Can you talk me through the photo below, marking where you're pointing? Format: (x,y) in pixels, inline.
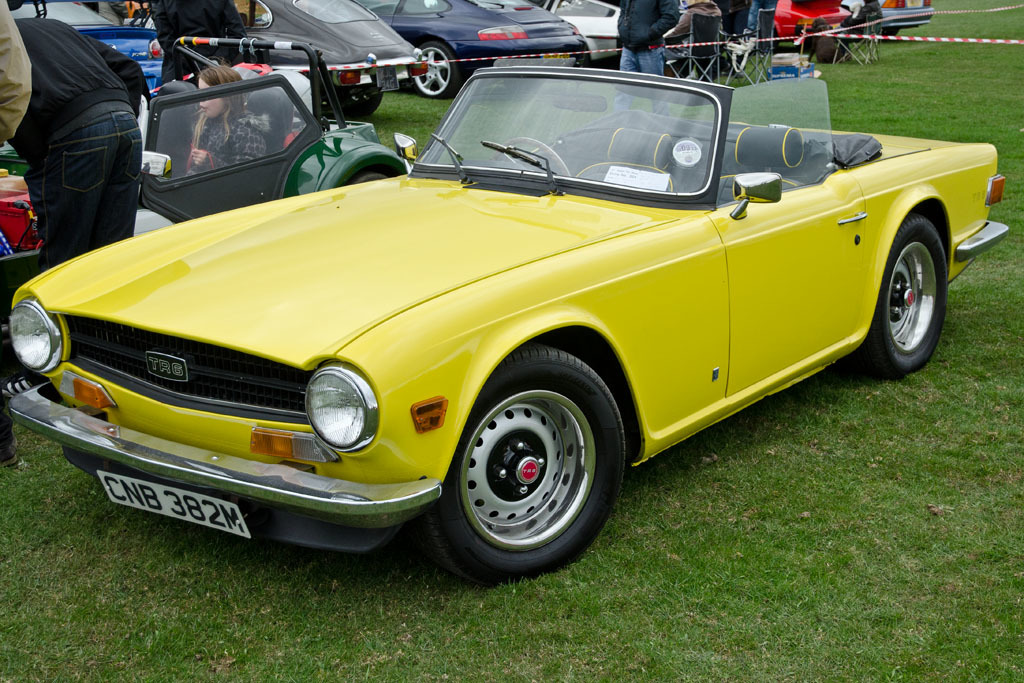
This picture is taken from the outside of the city. In this image, in the middle (608,285), we can see a car (609,305) which is placed on the grass (850,479). On the left side (91,209), we can see a person (92,93). On the left side (9,69), we can also see hand (1,59) of a person (14,100). On the left side (195,167), we can see a woman (258,140) sitting in the vehicle (254,169). On the left side (9,253), we can also see some objects (21,176). In the background (559,47), we can see a group of people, vehicles (504,17) which are placed on the grass (888,91) and a cloth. At the bottom (795,544), we can see a grass (670,637).
